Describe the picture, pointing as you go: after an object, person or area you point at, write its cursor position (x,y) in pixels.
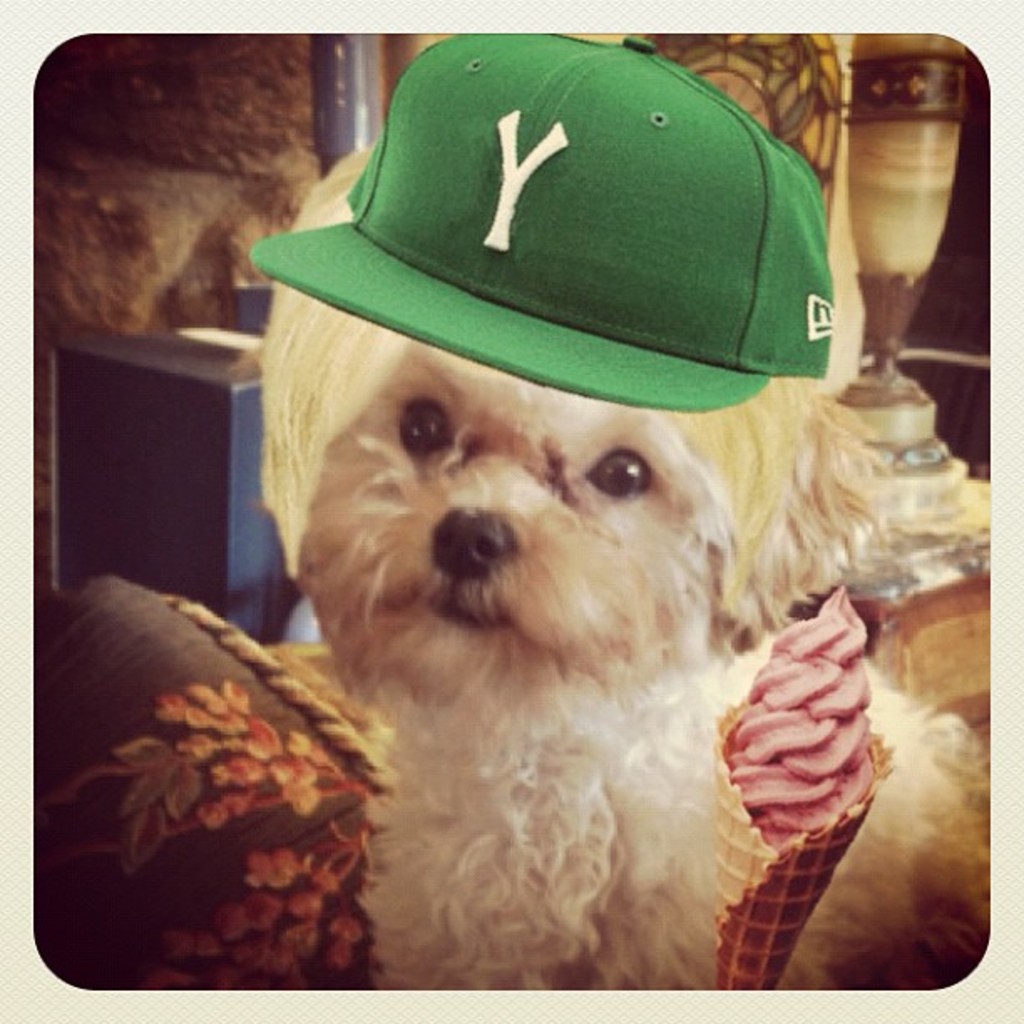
In this image, we can see a dog (495,375) with a cap (693,282) and there is an ice cream (759,789).
